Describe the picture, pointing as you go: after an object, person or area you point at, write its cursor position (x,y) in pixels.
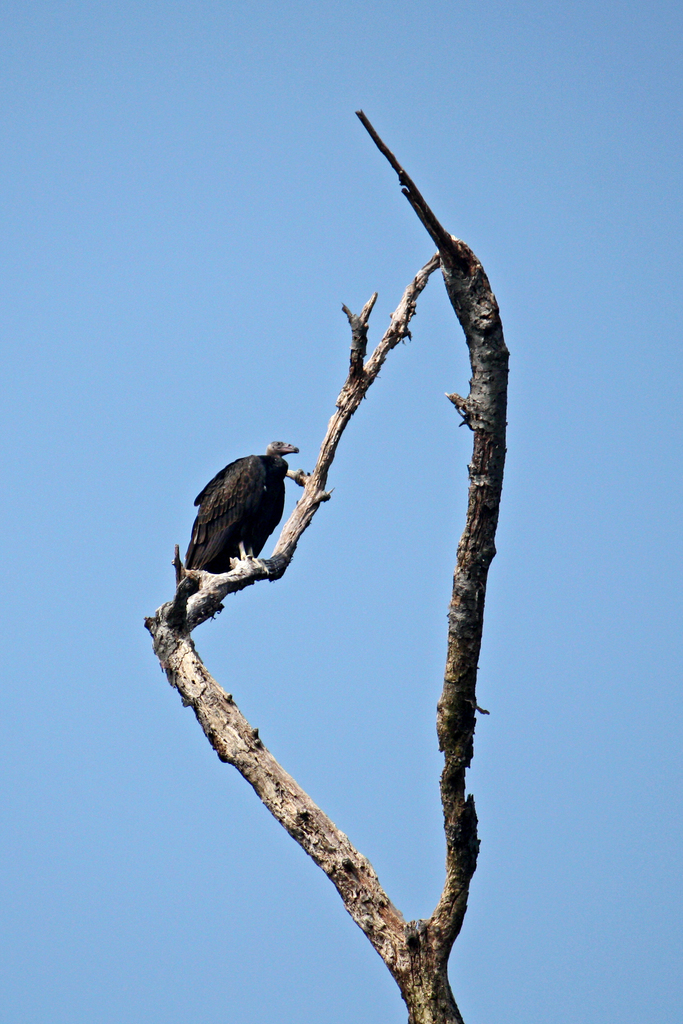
In the center of the image (307,490) we can see bird (254,509) on the tree (483,586). In the background (407,225) there is sky (337,160).
